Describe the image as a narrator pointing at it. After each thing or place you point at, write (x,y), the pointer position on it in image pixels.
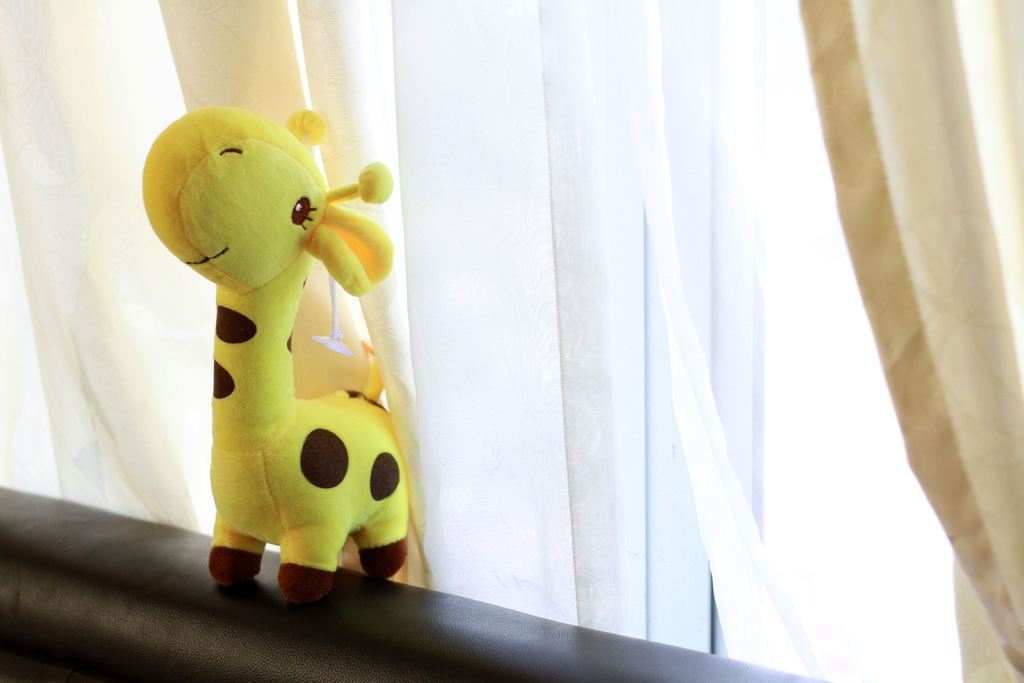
In this picture I can observe a toy (253,266) on the left side (243,489). This toy (220,399) is in yellow and black color. In the background (73,286) I can observe white color curtains (588,177).
